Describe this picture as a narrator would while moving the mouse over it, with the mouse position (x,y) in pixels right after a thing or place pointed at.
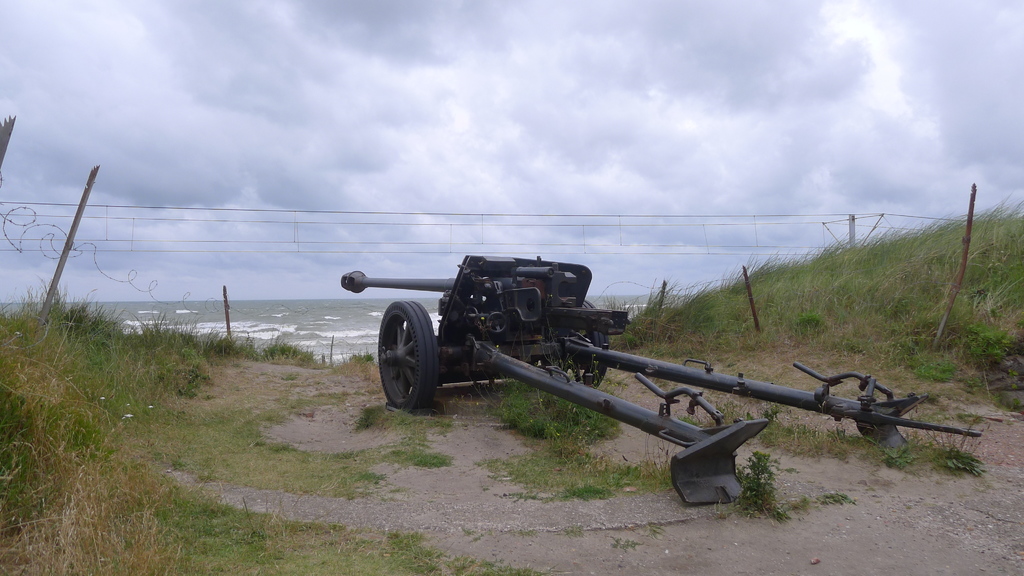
In the picture we can see a path (618,506) to it, we can see a war weapon cart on it and on the other sides we can see grass surfaces (218,346) and grass plants (233,346) and in the background (239,292) we can see water (266,307) and sky (425,185) with clouds (425,185).
